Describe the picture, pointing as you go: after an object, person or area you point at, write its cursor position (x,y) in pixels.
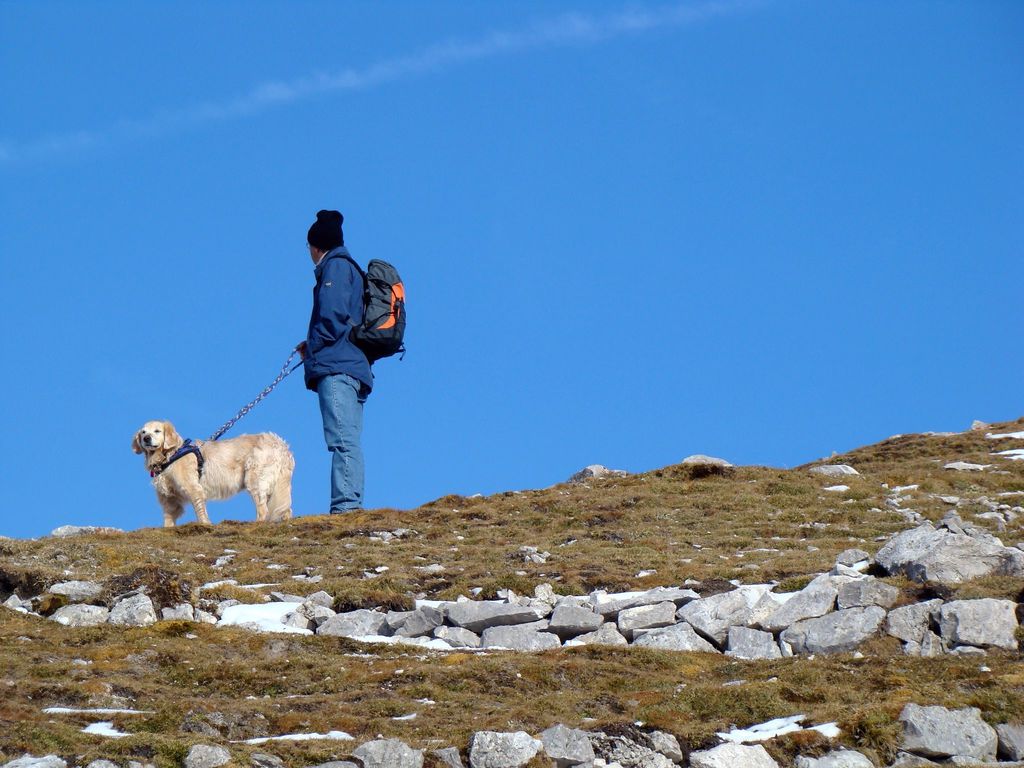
In this image we can see one person (318,380) wearing a backpack (370,348) standing and holding a dog belt (253,405). There is one dog (220,442) with a blue belt (202,467), some grass (230,525) on the ground (161,679), smoke line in the sky (70,419), some rocks (355,627) on the ground (641,481) and at the top (219,119) there is the sky (464,240).
